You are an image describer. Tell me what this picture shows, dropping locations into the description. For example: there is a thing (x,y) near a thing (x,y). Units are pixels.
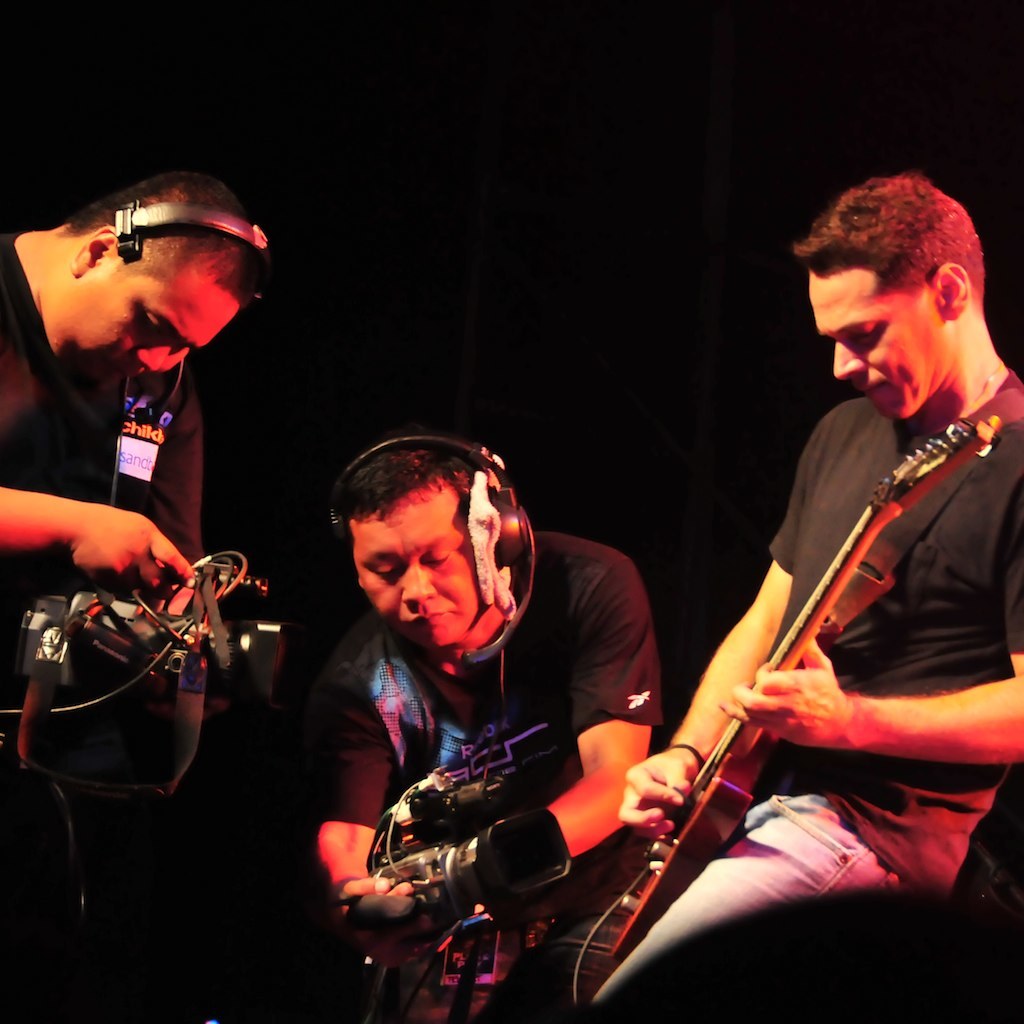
In this image, I can see three persons (641,754). Among them two persons (105,492) with headsets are holding the video recorders (488,855) and one person (747,830) is playing guitar (688,869). There is a dark background (272,146).
